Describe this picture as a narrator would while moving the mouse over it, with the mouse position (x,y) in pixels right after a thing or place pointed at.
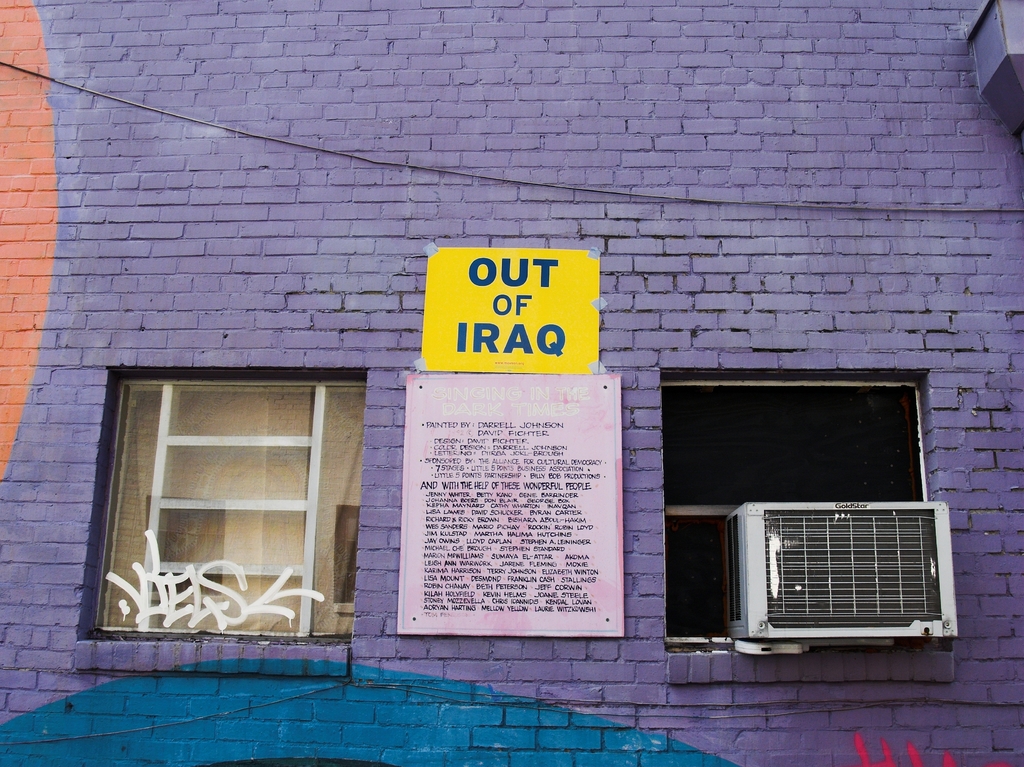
In this image we can see a wall (371,350) with bricks (377,267), wire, posters (479,496), windows (216,513) and an air conditioner (777,578).
